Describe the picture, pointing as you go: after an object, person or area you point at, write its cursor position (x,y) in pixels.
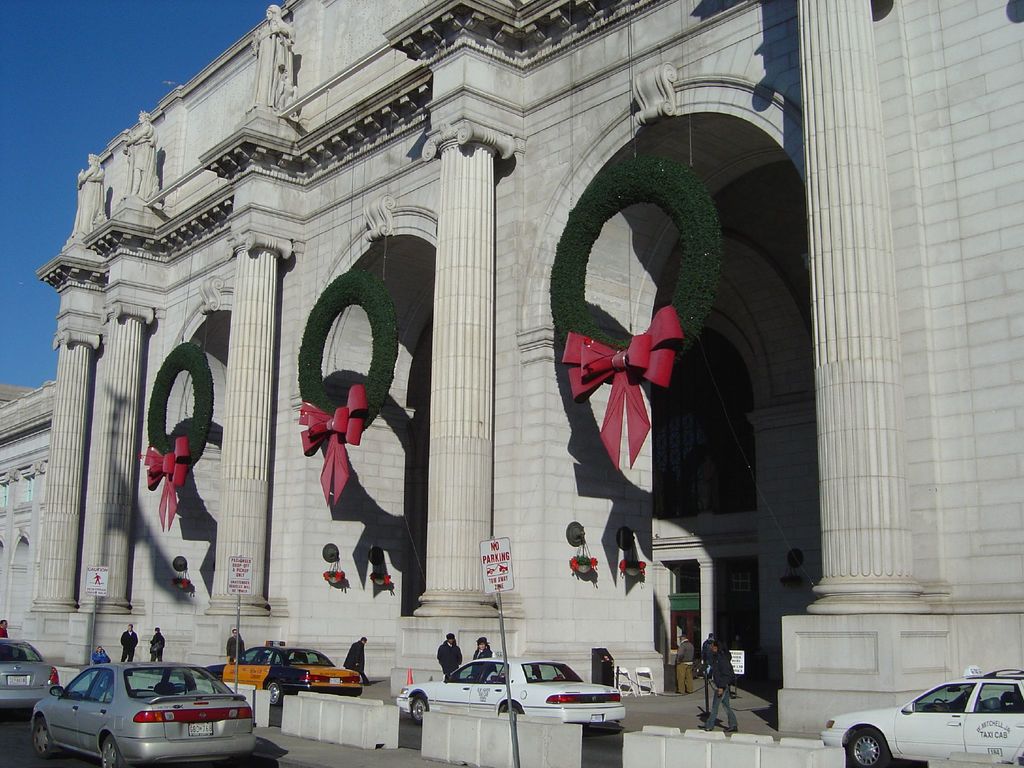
This is an outside view. In this image I can see a building (73,533) along with the pillars (250,424). At the bottom (150,734) there are few vehicles (294,686) on the road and also I can see few people (152,650). At the top of the image (124,62) I can see the sky (91,84).
